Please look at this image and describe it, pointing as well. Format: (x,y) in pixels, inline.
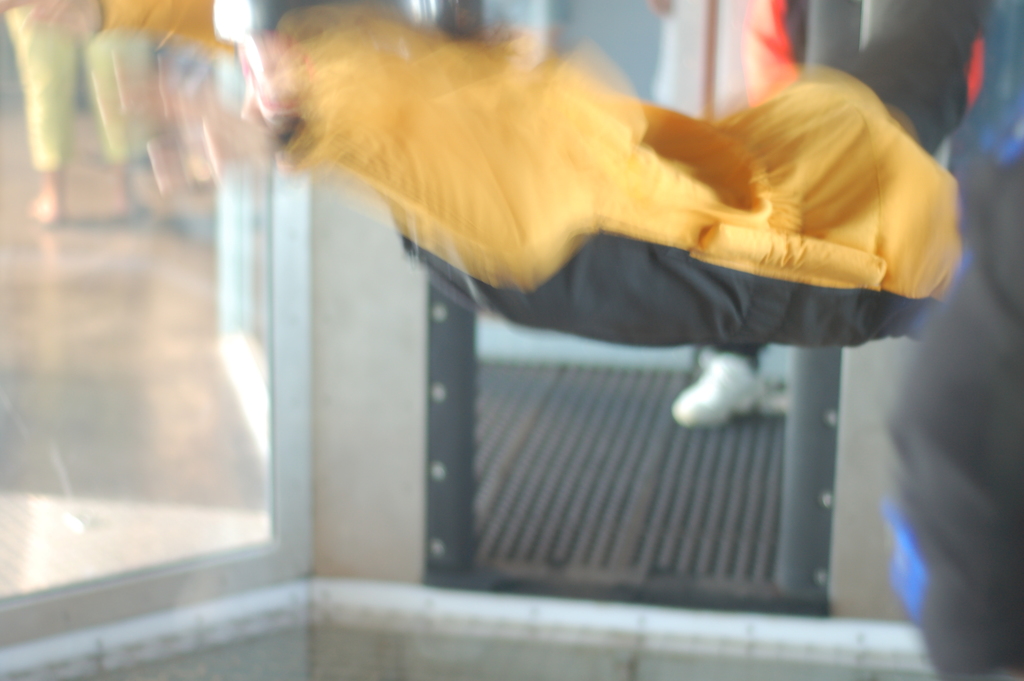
In this picture we can see a few people (819,267) and a glass (226,94). This is a blur image.
